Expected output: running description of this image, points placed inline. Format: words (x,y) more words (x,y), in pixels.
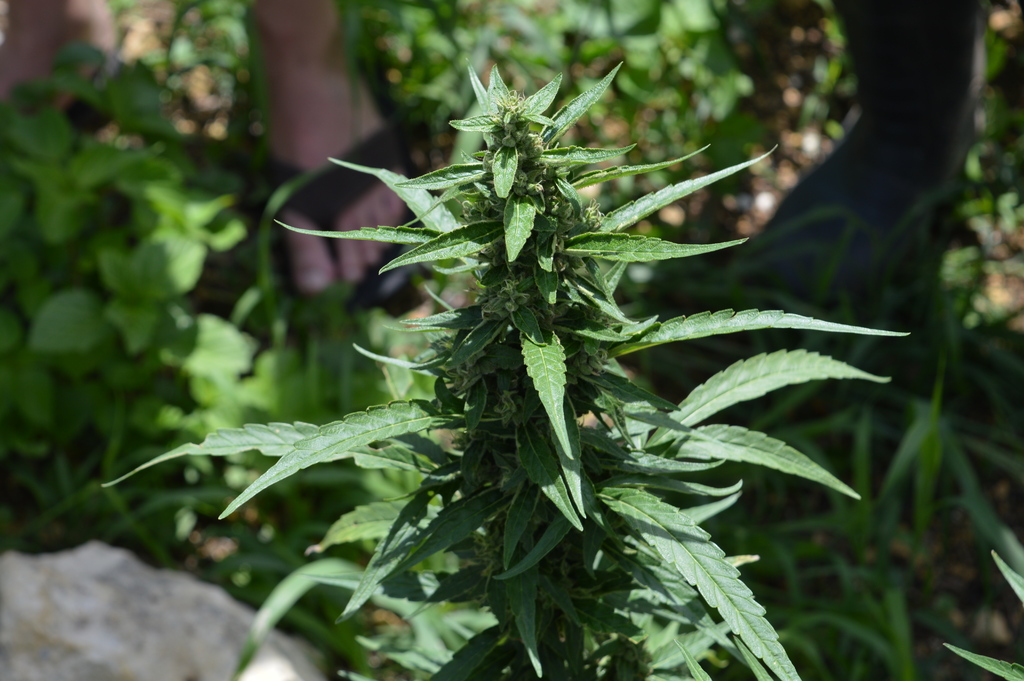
Here we can see green leaves (601,432). Background (862,8) it is blur. We can see a rock (188,623), leaves (59,156) and person legs (42,46).
